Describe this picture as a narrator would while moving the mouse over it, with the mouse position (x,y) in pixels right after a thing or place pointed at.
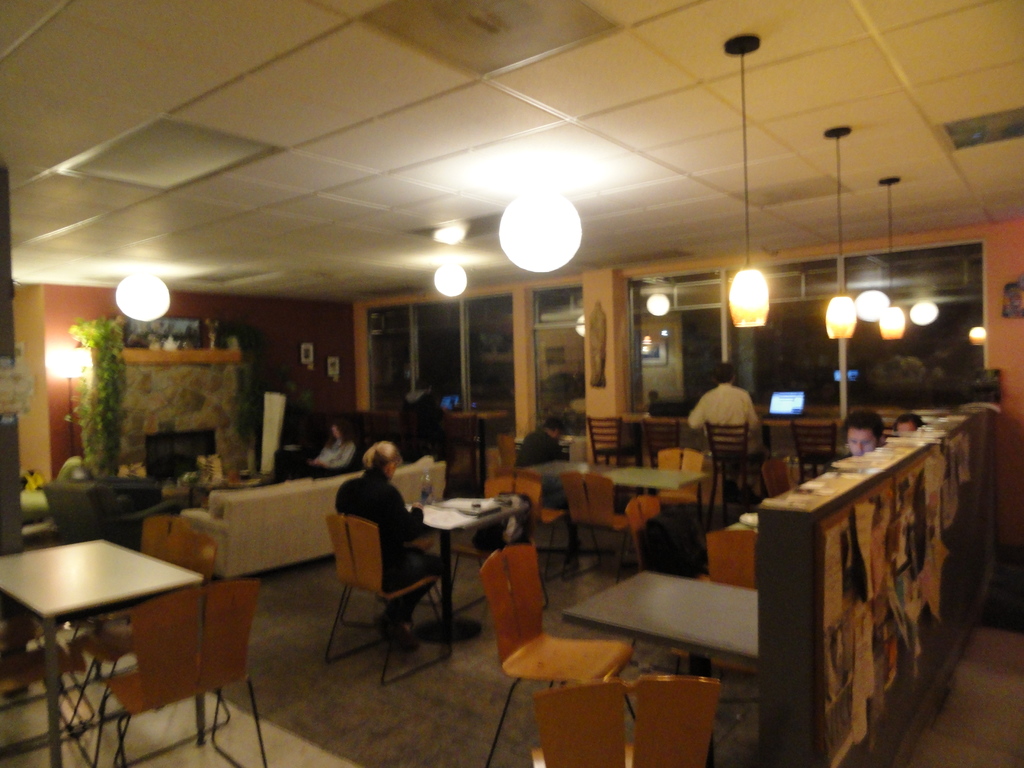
Here we can see a table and some objects (468,501) on it, and here a person (419,509) is sitting, and here is the wall (307,322), and here are the lights (128,285), and here is the door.
